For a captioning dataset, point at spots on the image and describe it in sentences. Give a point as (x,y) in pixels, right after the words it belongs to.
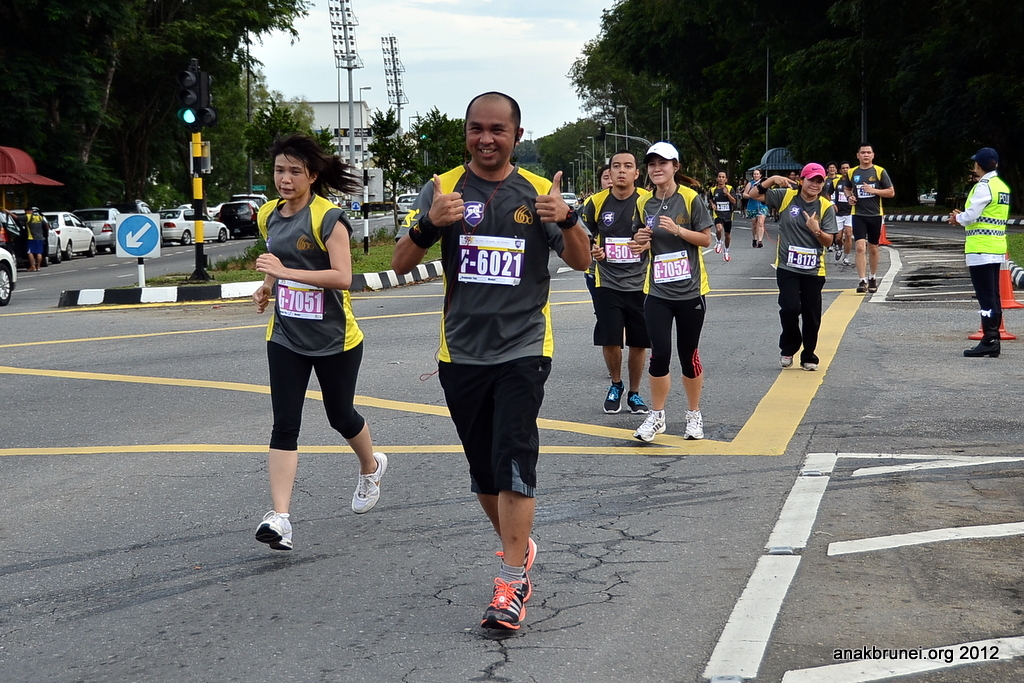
In this image I can see few persons (482,294) wearing black and yellow t shirts (523,296) and black shorts (531,375) are running on the road (710,335). In the background (81,236) I can see few vehicles (171,227) on the road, few metal poles (195,225), a sign board (150,216), few street lights (355,34), few trees (81,17), a traffic signal (209,72), few buildings (363,122) and the sky (566,50).
